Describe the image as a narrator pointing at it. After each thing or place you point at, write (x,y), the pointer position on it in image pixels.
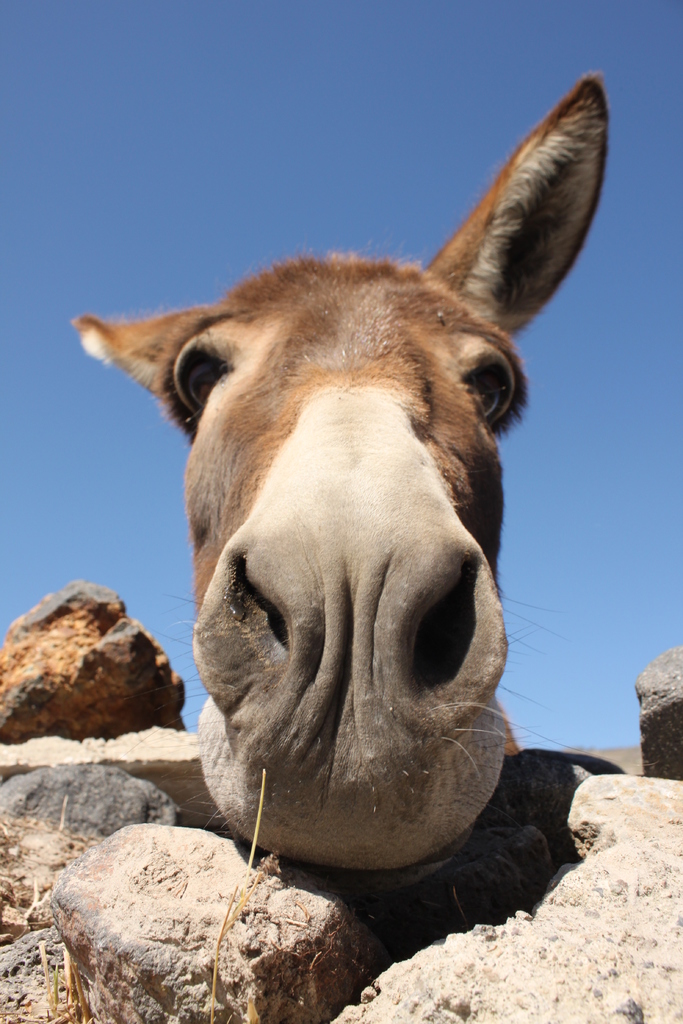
In the image I can see donkey face (356,721) on the wall (49,801) which is made of stones (644,818).
